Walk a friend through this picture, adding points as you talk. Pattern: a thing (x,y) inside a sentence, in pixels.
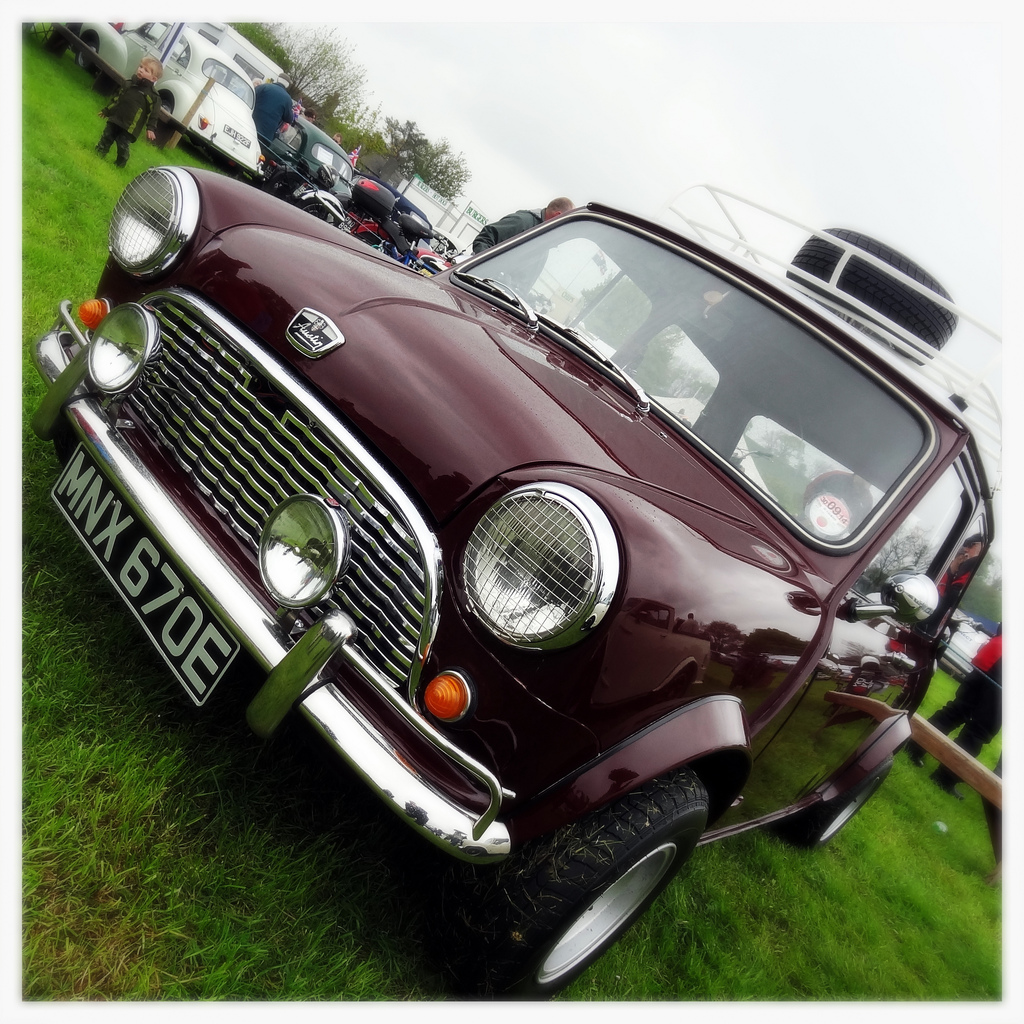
In this image there is the sky (737,103) truncated towards the top of the image (742,124), there are trees (425,160), there is the grass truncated towards the left of the image (67,631), there is the grass (89,708) truncated towards the bottom of the image (634,966), there is the grass (790,937) truncated towards the right of the image (949,855), there are vehicles (209,94) truncated towards the top of the image (200,56), there is an object (968,774) truncated towards the right of the image (962,754), there are persons (100,142) on the grass (102,190), there are persons (977,735) truncated towards the right of the image (963,679), there is a car (584,796), there is a tire (880,292) on the car (859,364).
